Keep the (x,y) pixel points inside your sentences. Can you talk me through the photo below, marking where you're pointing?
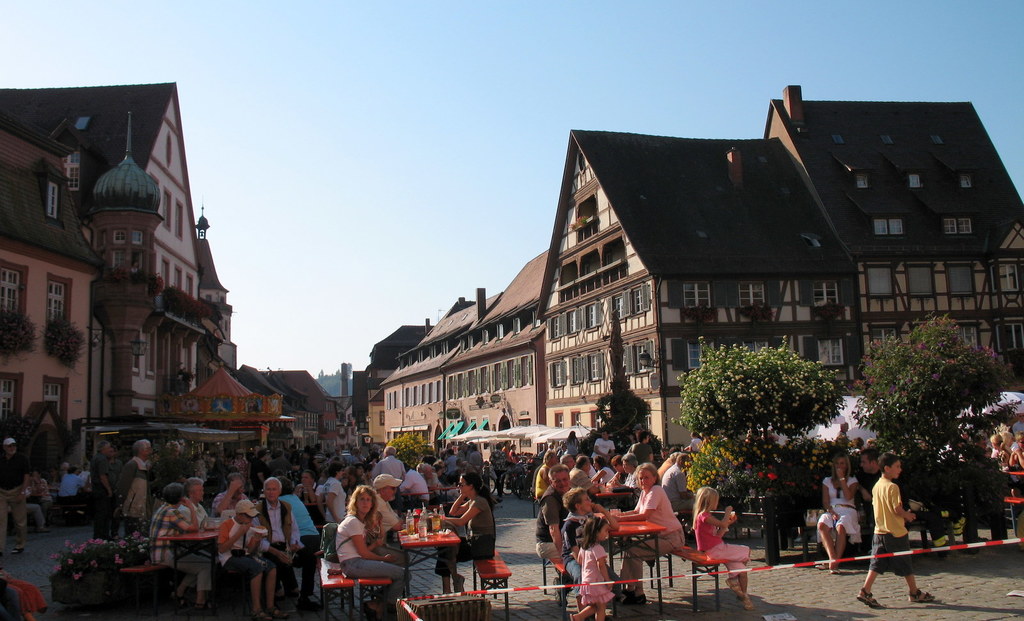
In the image there are many buildings (557,285) and in between the buildings (566,368) there is a restaurant (128,439) and many people (478,481) were sitting around the tables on the benches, in between those people (497,473) there are few plants (753,485).
